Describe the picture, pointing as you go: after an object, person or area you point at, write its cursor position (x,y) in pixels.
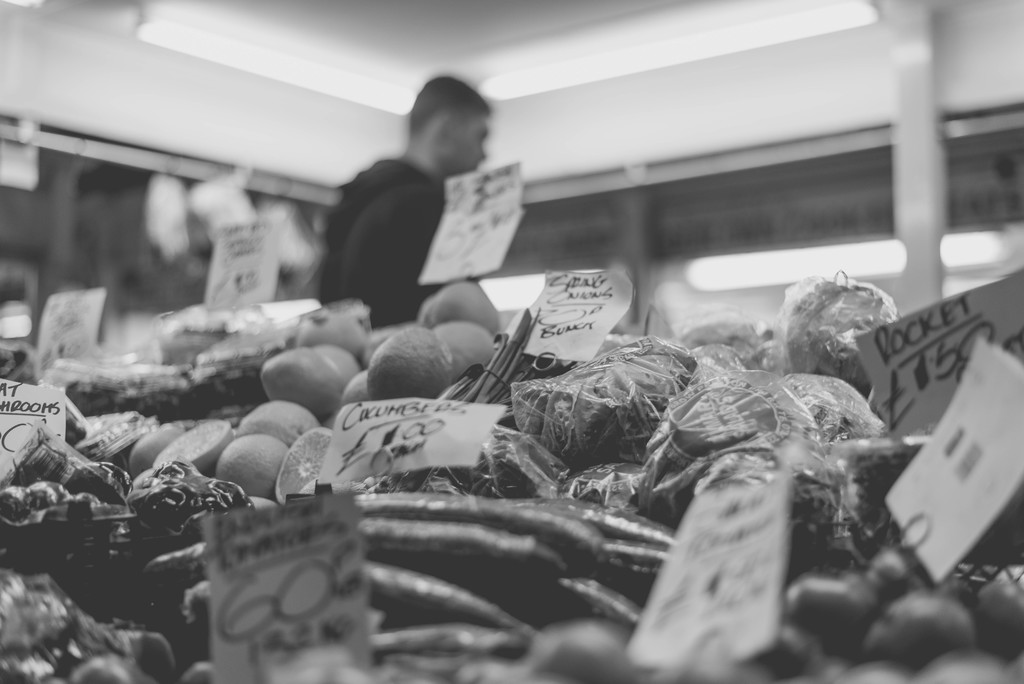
In the center of the image (536,396) we can see different types of vegetables (518,476) with price tags (719,549). In the background (439,165) there is a wall (697,87), one person (355,184) is standing and a few other objects (81,138).
